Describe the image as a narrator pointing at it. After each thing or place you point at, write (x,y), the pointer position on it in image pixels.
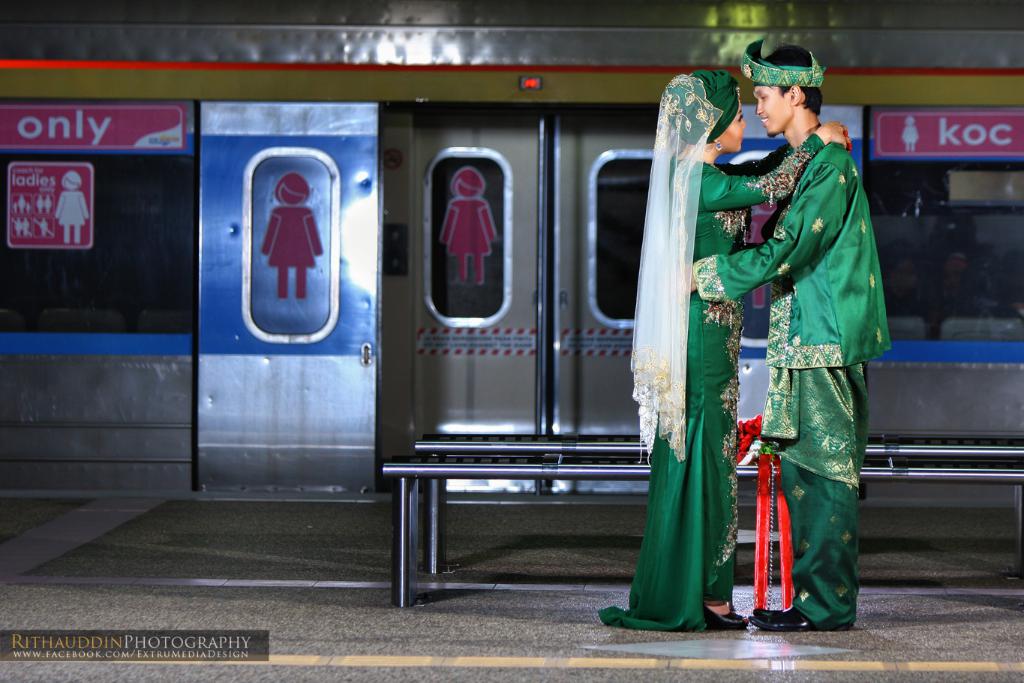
In this picture I can observe a couple (704,283) standing on the platform (314,528) on the right side (722,279). They are wearing green color dresses (723,314). In the background (433,238) I can observe a train (150,374). In the bottom left side (36,635) there is a watermark (126,644).
